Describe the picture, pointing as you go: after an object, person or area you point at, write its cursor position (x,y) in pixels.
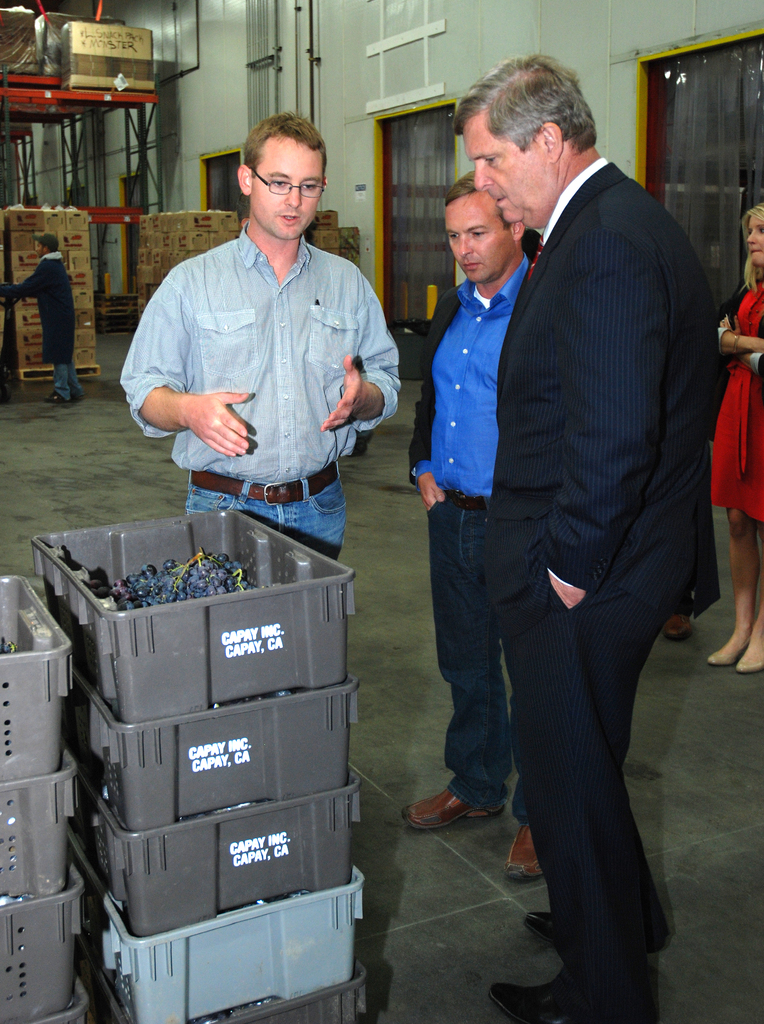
On the left side of the image (133,600) we can see some boxes (158,625) in which some food item (163,587) is there and a person (42,322) is standing and holding some carton boxes (32,260). In the middle of the image (369,358) we can see three people (524,397) are standing and one person (355,315) is explaining something. On the right side of the image (756,281) we can see a lady (756,281) is standing and wearing a red color dress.
